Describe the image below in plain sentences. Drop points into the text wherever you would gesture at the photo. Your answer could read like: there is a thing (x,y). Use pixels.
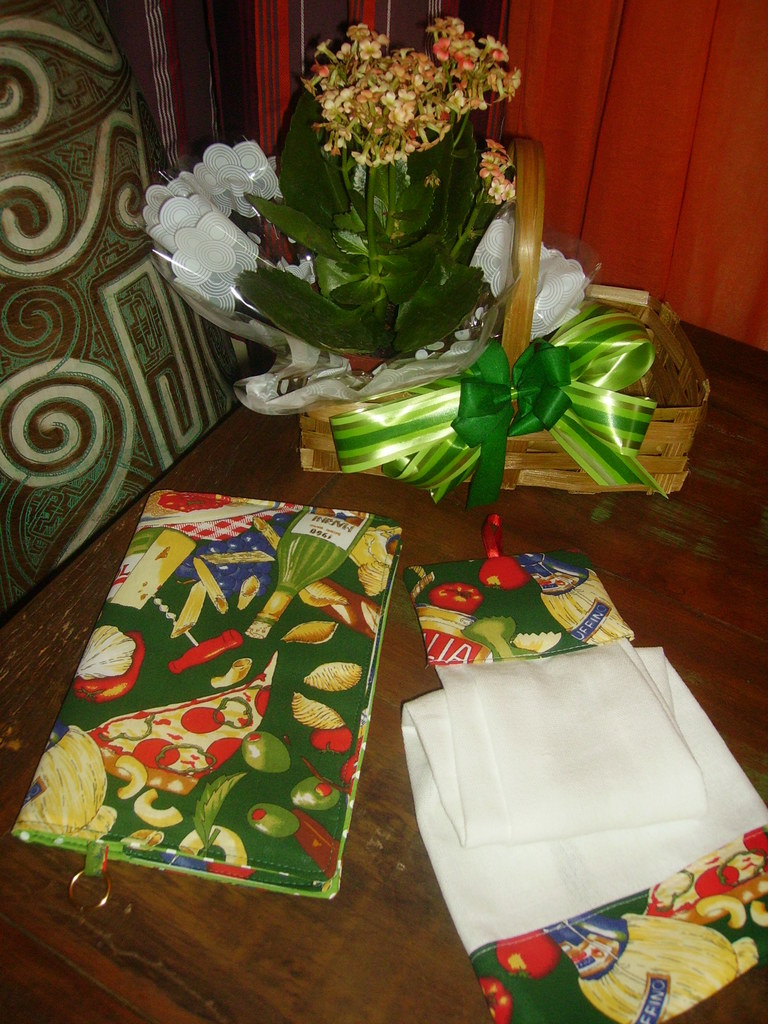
In this picture I can observe bouquet (436,305) and a basket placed on the table (428,539). On the table (386,844) I can observe white color cloth (469,822) and printed fabrics (235,763). In the background (618,129) I can observe an orange color curtain (544,103).
